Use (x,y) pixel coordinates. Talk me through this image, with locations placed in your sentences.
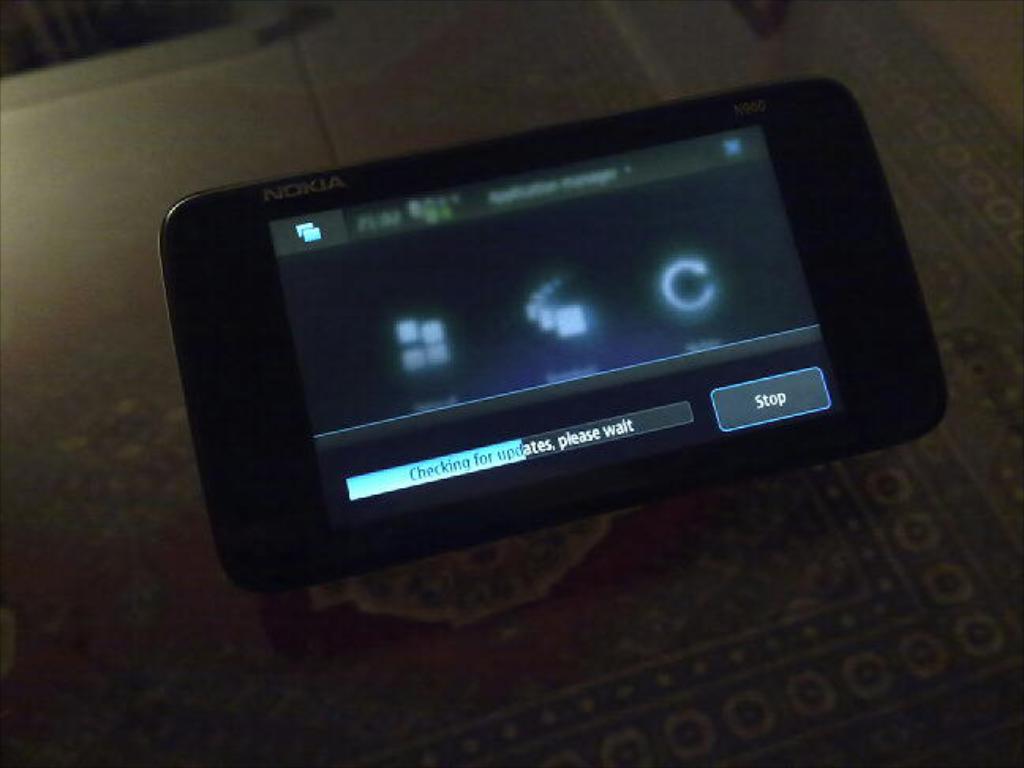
In this image we can see a mobile phone (394,232) placed on the surface (327,623).
